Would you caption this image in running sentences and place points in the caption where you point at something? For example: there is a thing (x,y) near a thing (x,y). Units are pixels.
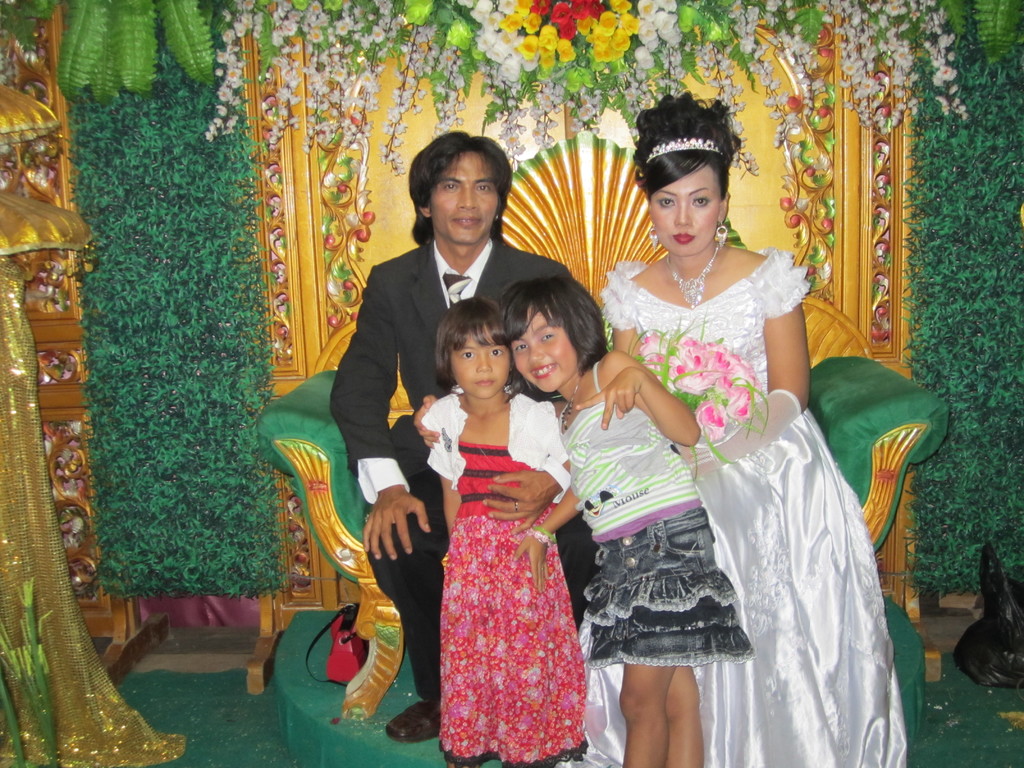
In this image there are two people (770,376) sitting on the chair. In front of them there are two children (560,629). Behind them there are decorative flowers (456,73). At the bottom of the image (228,705) there is a mat (233,728) on the surface (230,737). On the right side of the image (954,652) there is some object (999,656).
